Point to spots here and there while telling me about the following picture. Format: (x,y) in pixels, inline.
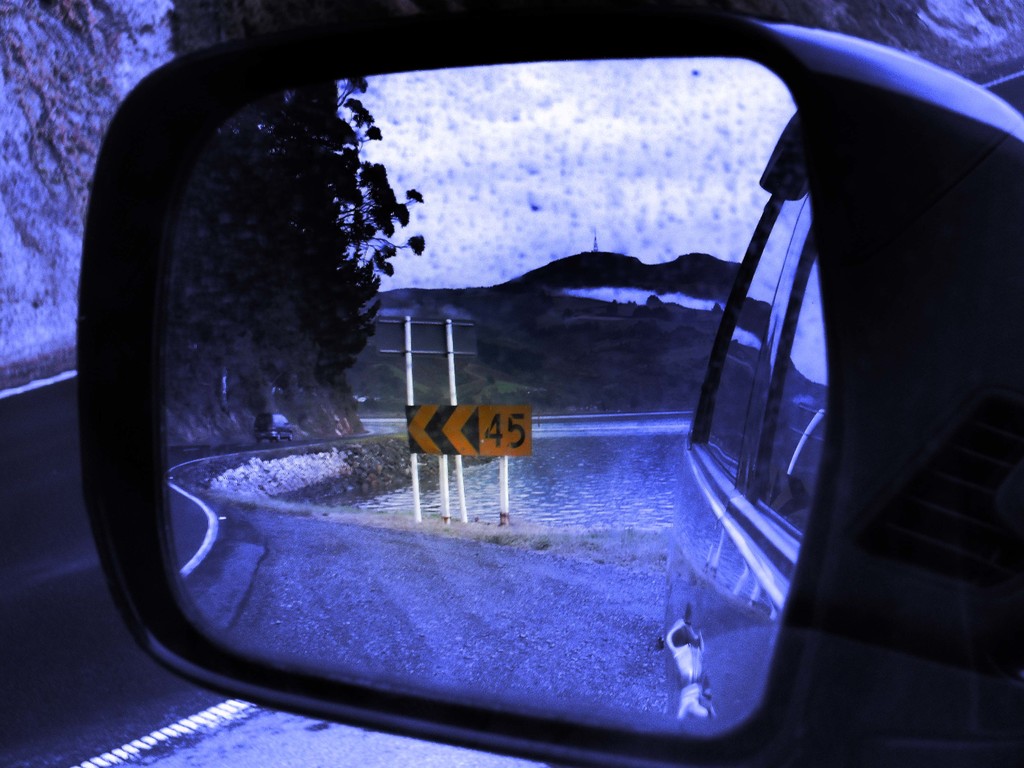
There is a mirror (582,204). In the mirror (568,341) we can see poles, board (422,425), water (604,500), plants (598,554), mountain (533,286), and sky (600,236).
